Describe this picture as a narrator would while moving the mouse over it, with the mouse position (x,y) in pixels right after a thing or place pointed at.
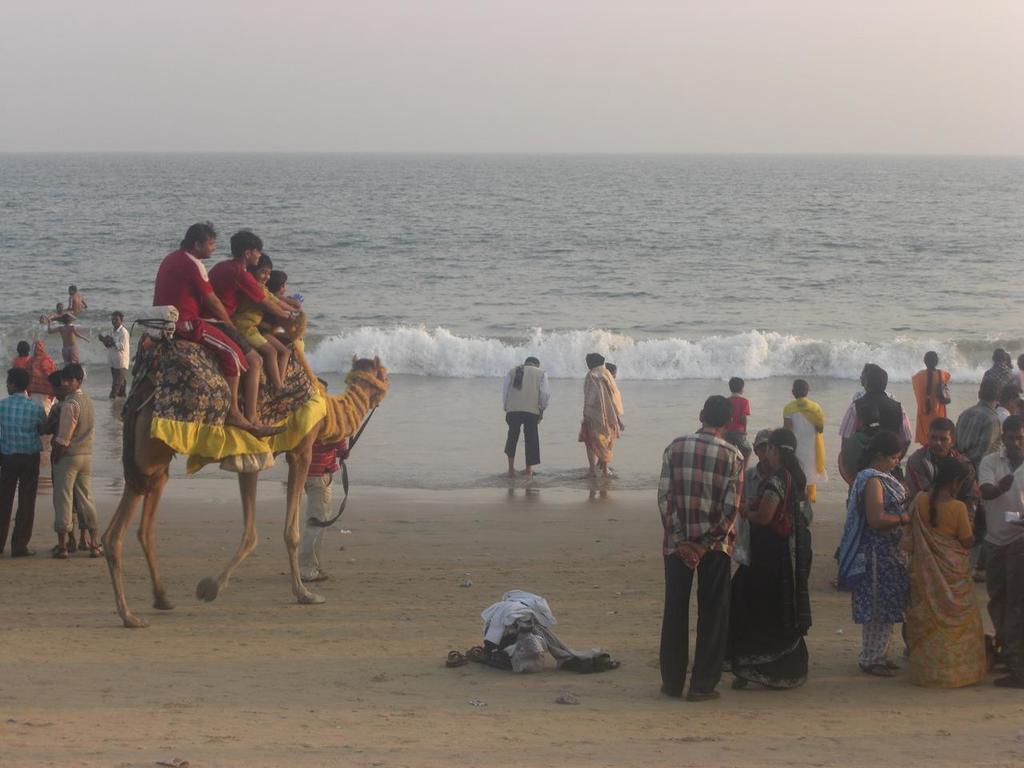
In the image there are few people (796,468) standing. And also there a camel (220,439). On the camel (294,461) there are few people (234,312) sitting. There is water (512,346) with waves (448,350). At the top of the image (406,67) there is sky (379,81).
